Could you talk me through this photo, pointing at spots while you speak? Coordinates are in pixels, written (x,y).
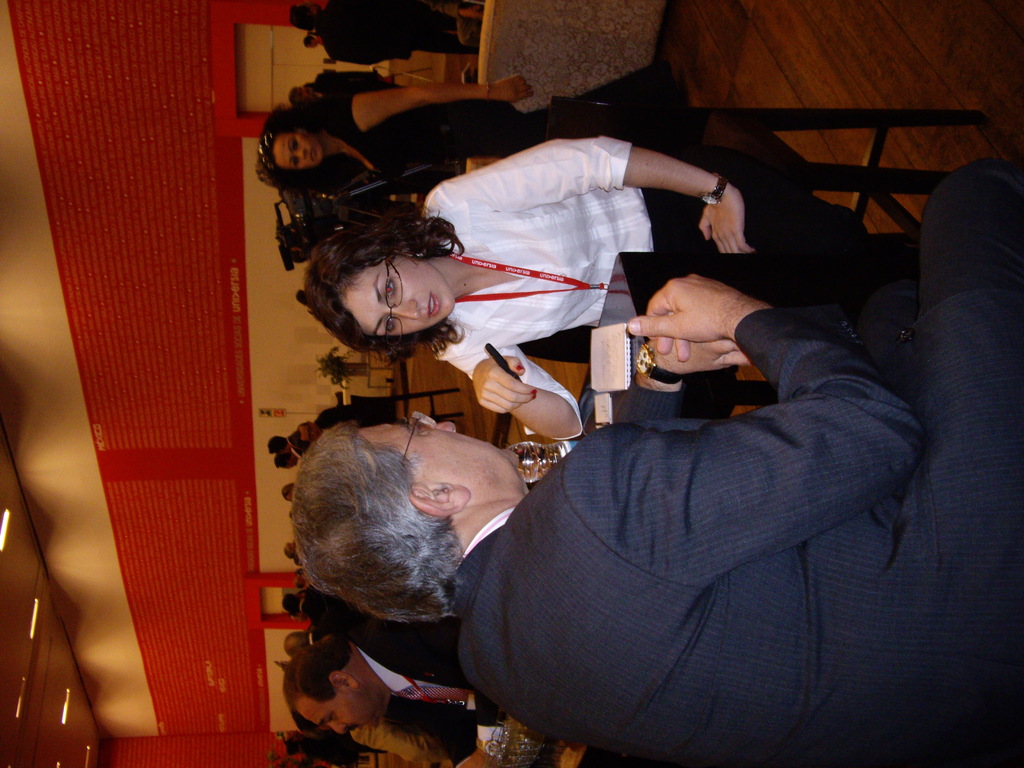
In this image we can see a man (721,352) and a woman (696,244) sitting on the chairs (567,342) beside a table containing a book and a glass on it. In that a woman (560,429) is holding a pen (488,350). On the backside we can see a group of people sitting on the chairs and some people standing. We can also see a camera (308,226), a plant (340,374) in a pot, a board (256,649) on a wall (269,491) with some text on it and a roof (39,744) with some ceiling lights (64,717).
